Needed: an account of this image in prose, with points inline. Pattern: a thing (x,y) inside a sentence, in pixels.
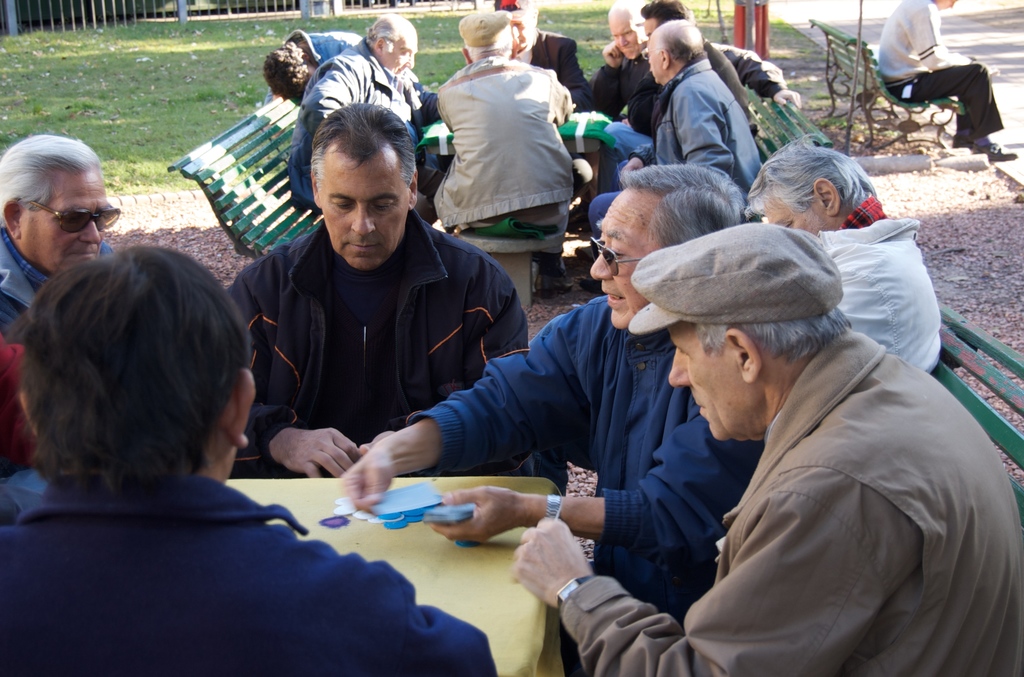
In this image there are group of men (548,348) who are sitting around the table (471,576) and playing the cards (470,510). The man (475,500) in the middle (604,406) is distributing the cards (402,498). In the background (492,173) there are another group of men (504,100) who are sitting around the table (576,125) and playing. In the background (164,61) there is a ground (122,51). On the right side (864,55) there is a bench (868,53) on which there is a man (915,66).
